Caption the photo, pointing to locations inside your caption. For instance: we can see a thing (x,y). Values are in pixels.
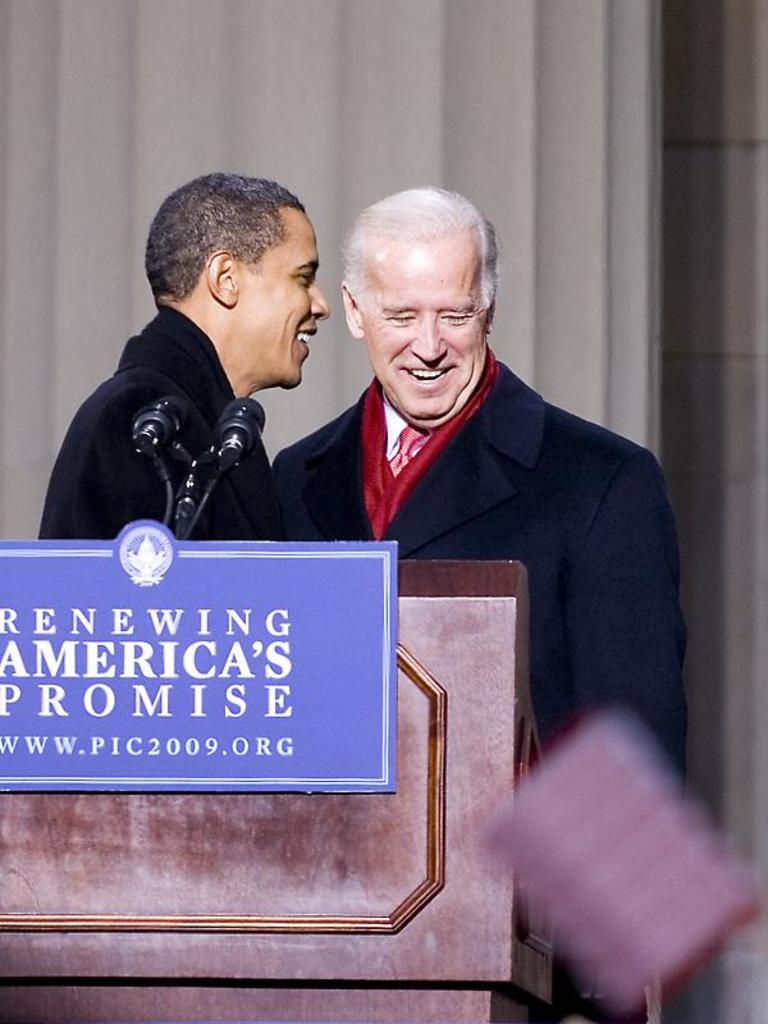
In this picture we can see there are two men (200,379) standing behind the podium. On the podium (249,556), there is a name plate (124,607) and a microphone (159,434). Behind the men (217,360), there is a wall (364,77).
